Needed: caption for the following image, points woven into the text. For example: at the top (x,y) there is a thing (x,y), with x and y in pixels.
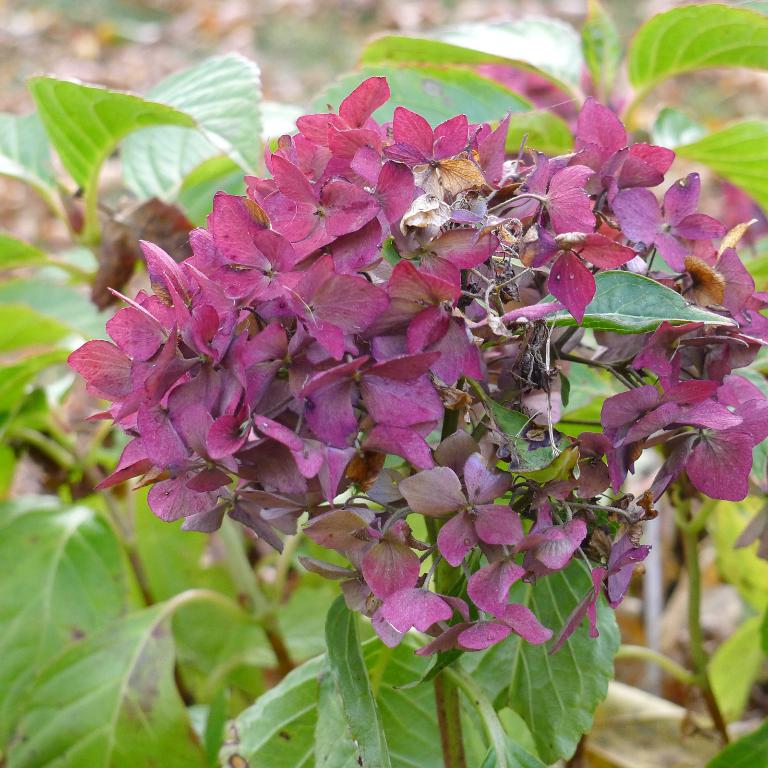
In the image we can see some flowers (621,195) and plants (185,177).
